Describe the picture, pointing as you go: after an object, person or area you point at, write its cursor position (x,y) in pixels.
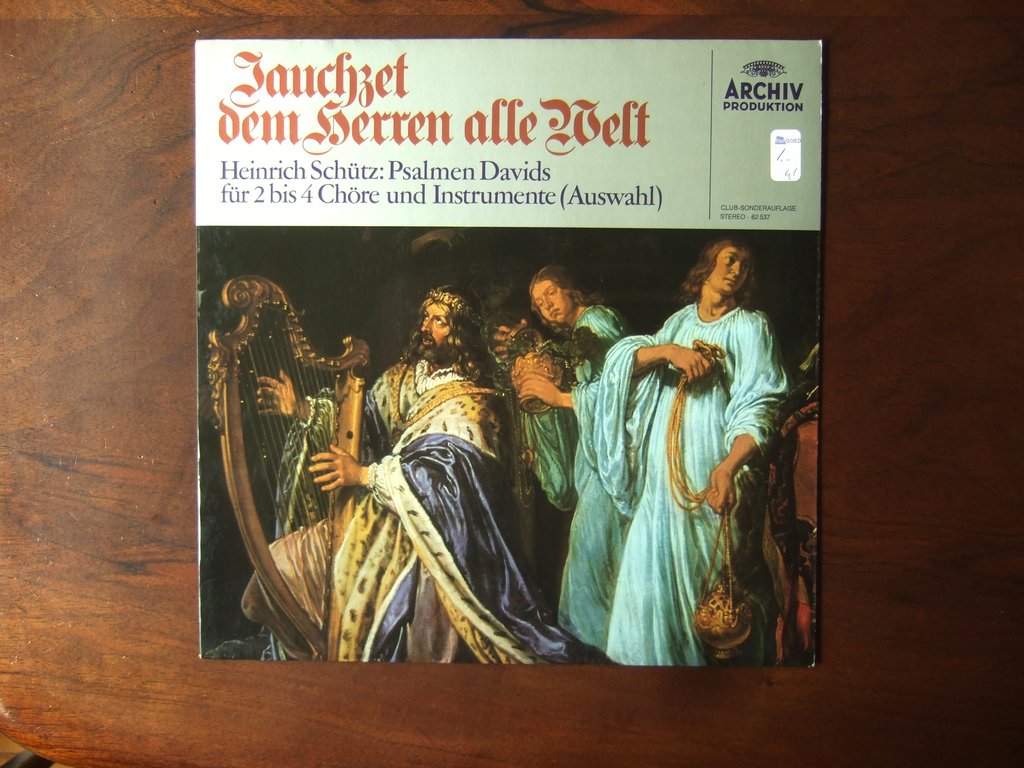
In this picture I can see there is a record cover (797,257) and there are some people (562,477) standing and playing a musical instrument (244,443) and there is a name (325,146) written on it and it is kept on a wooden table (511,733).
